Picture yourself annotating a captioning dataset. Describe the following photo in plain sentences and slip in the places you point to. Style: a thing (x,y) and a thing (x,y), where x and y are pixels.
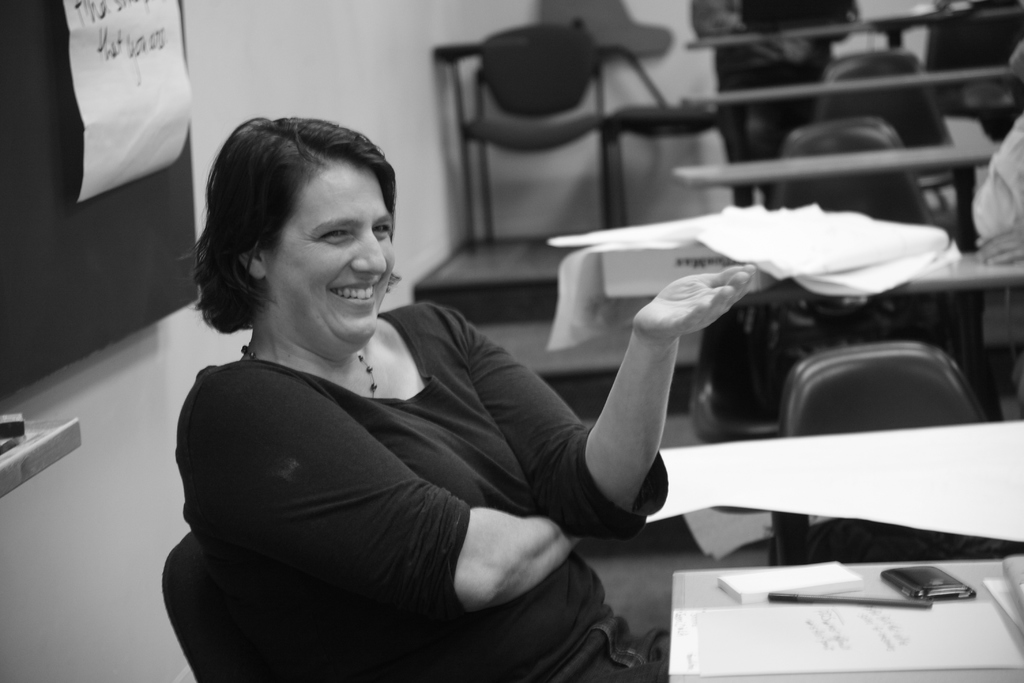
This is black and white picture, in this picture there is a person (345,554) sitting on a chair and smiling and we can see papers (788,622), pen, mobile (892,570) and objects (839,576) on the tables (984,570). We can see chairs (869,144). In the background of the image (131,143) we can see wall (339,70), paper (133,108) on the board (103,204) and objects (15,431) on the platform (52,442).
